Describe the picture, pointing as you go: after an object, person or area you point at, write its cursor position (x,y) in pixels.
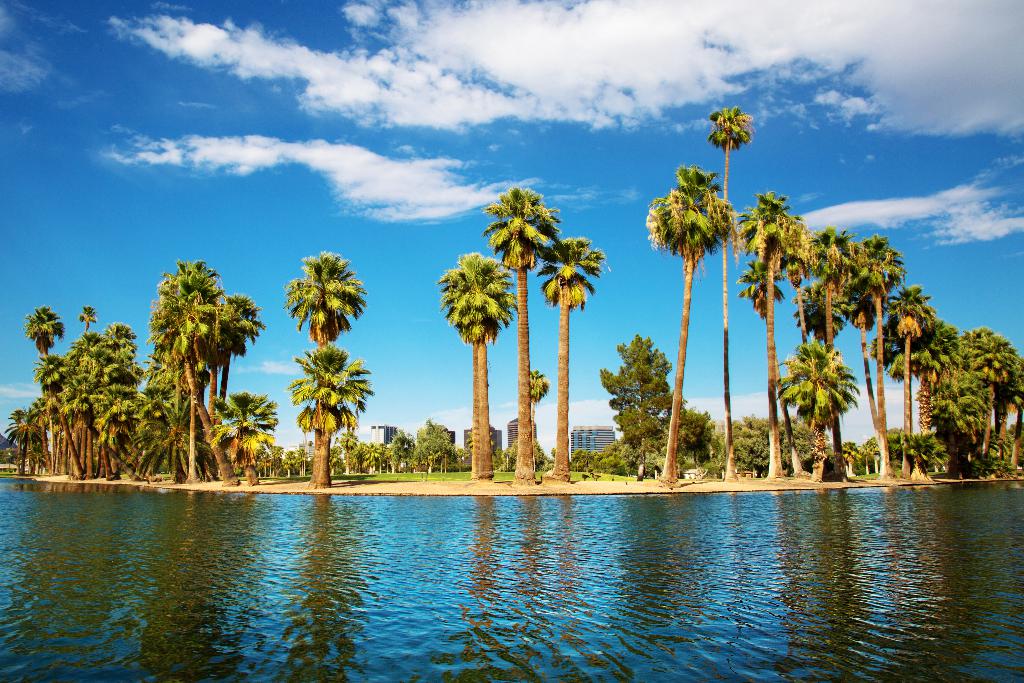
At the bottom of this image (789,555), there is water (599,555). In the background (789,458), there are trees (1007,362), buildings (534,431) and grass (535,471) on the ground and there are clouds (587,66) in the blue sky (260,102).
